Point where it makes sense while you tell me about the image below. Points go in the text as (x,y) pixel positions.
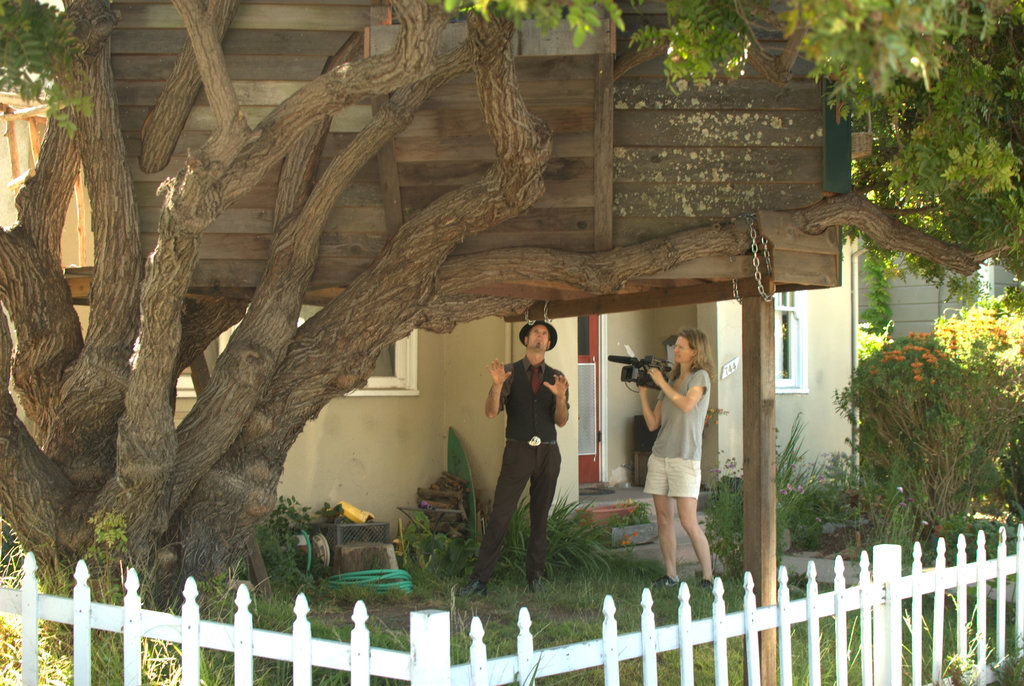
This picture shows a tree (809,50) and a tree house (779,102) on it and we see few houses (894,308) and we see plants (736,518) and grass (619,579) on the ground (615,602) and we see a man (509,493) Standing and speaking and we see a woman (681,385) holding a video camera (642,369) in her hands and we see a wooden fence (781,614).
